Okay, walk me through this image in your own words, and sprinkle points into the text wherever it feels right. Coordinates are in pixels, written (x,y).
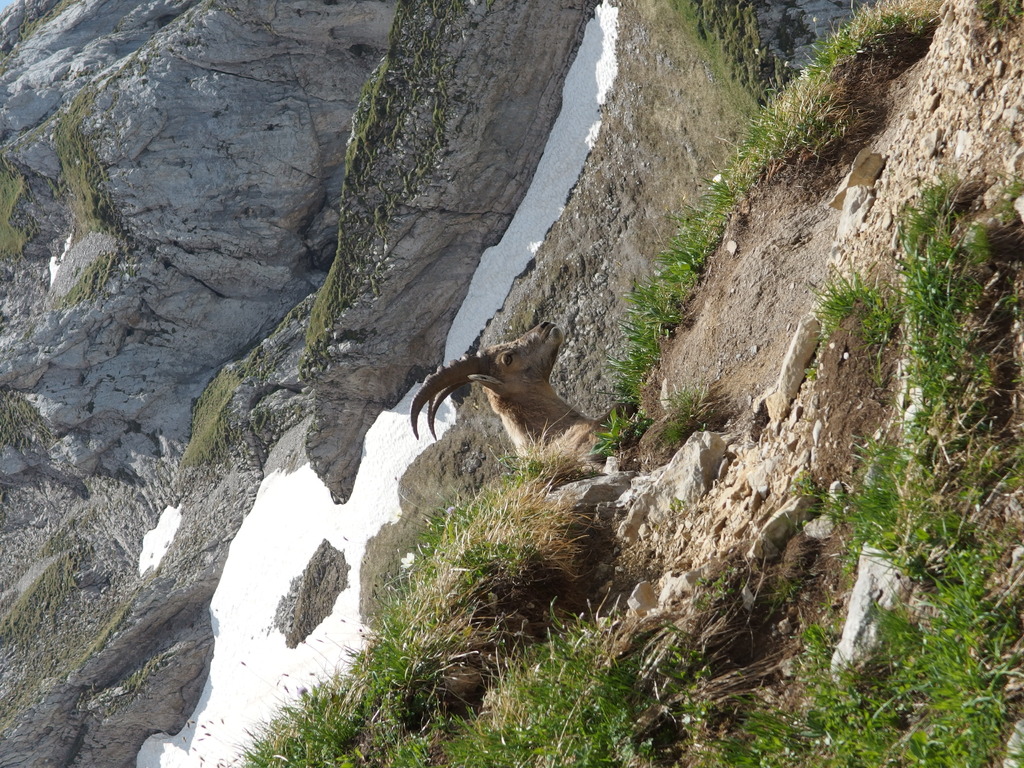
In this image I can see an animal (527,411) which is in brown color. I can see a snow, green grass (717,206) and a rock (211,309).
